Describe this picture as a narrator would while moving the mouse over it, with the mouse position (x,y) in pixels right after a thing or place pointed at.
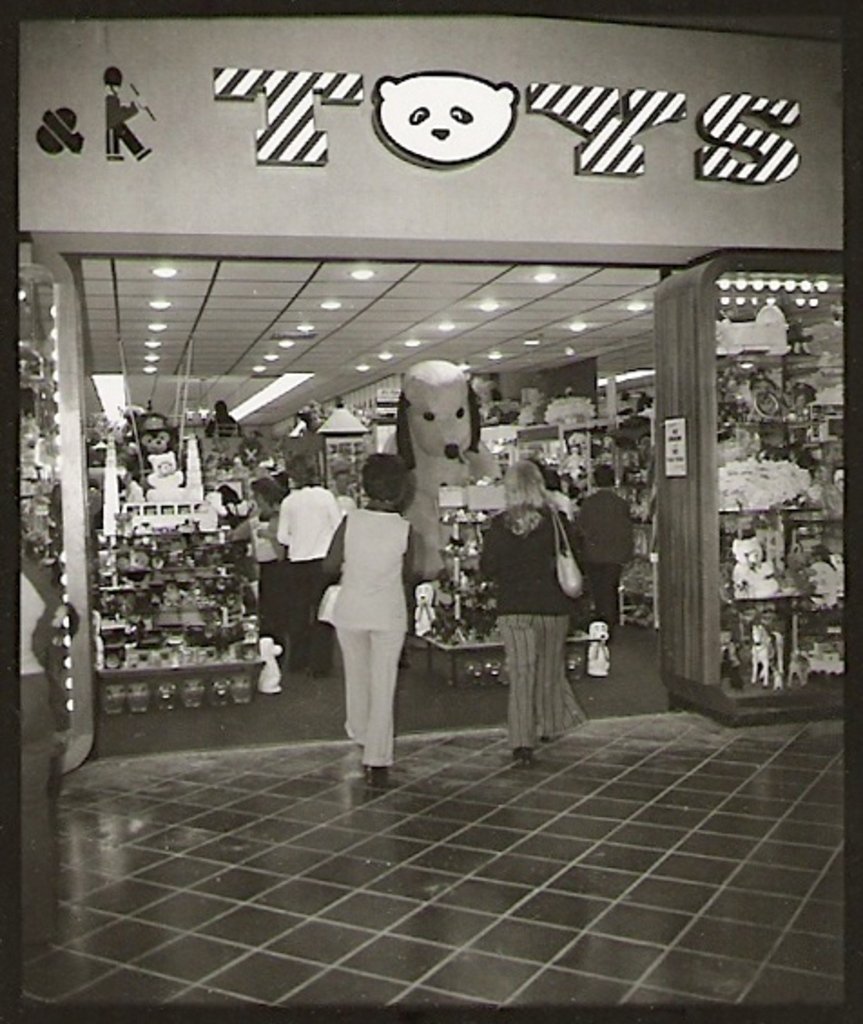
At the bottom (544,805) it is floor (142,895). In the picture we can see a toy store (492,424), in the store (38,467) there are people (347,552), toys (116,526), racks (176,524), glass windows (771,440), doors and various objects (126,517). At the top (349,292) we can see ceiling (354,313) and light (488,310).
